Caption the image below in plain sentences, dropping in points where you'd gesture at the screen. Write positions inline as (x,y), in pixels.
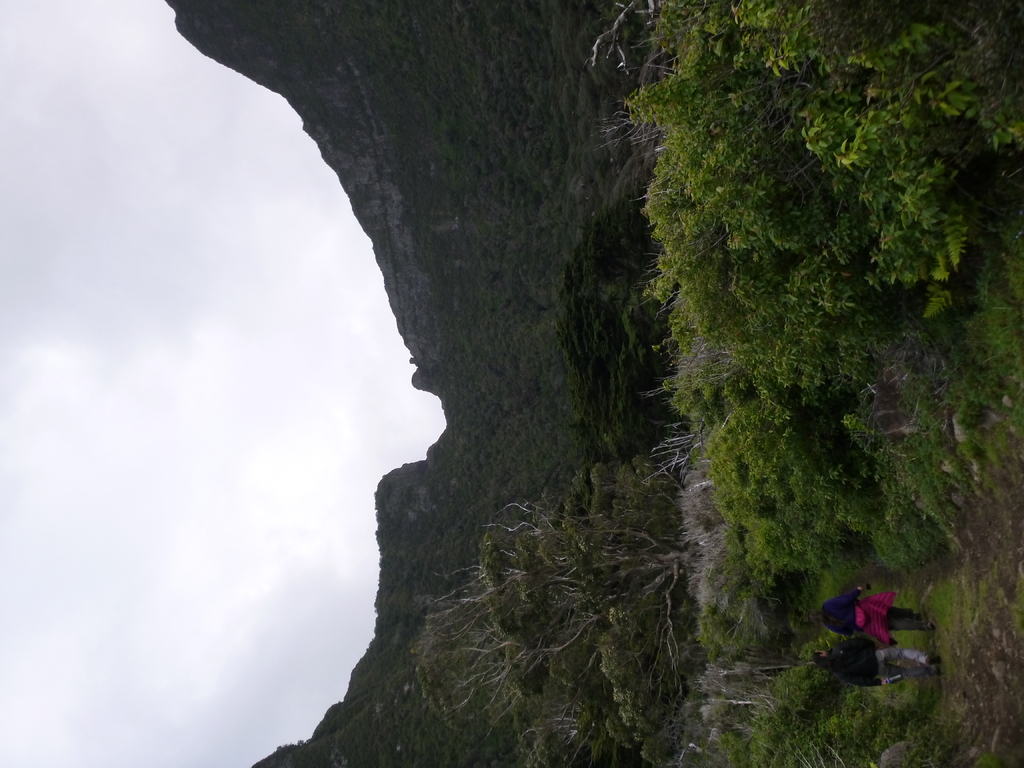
At the bottom right corner (863,673) we can see two persons (863,652) are walking. In the center of the image (652,407) mountains (396,284) are there. On the right side of the image (821,260) trees (643,328) are there. On the left side of the image (223,403) clouds (209,471) are present in the sky (85,481).
